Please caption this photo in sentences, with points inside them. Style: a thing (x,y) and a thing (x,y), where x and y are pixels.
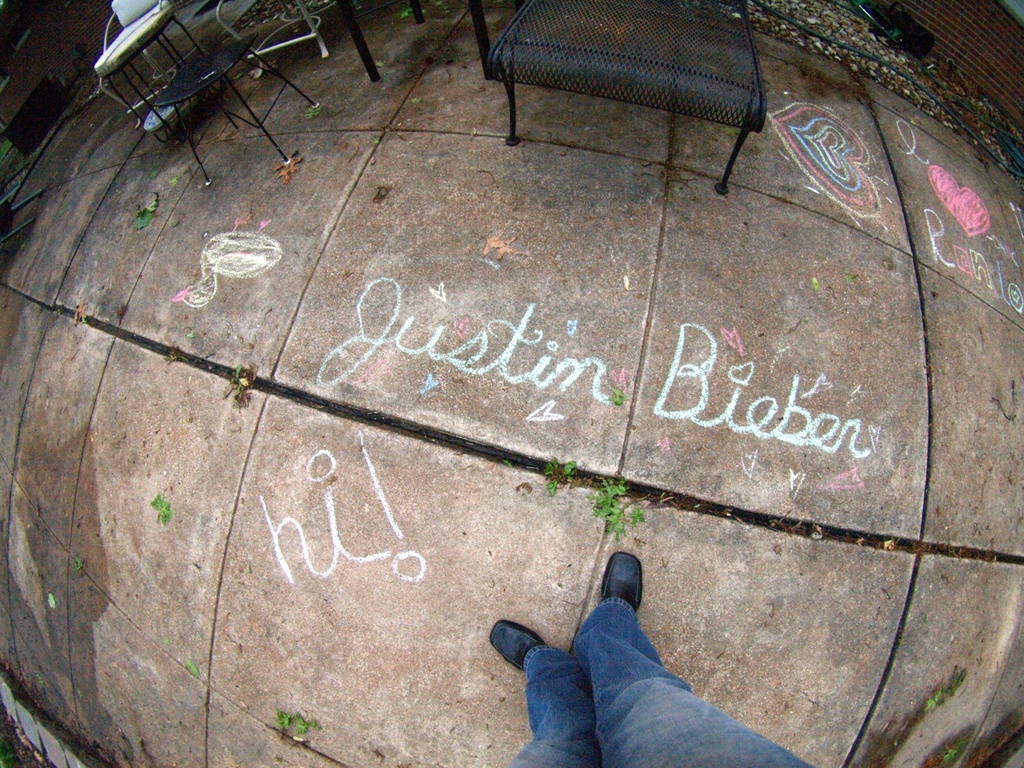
In this picture we can see a person's leg (727,735). There is a text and an art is visible on the path (95,618). We can see some plants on the path (277,537). There are a few chairs (514,132), leaves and a brick wall (943,57) is visible in the background (943,57).
